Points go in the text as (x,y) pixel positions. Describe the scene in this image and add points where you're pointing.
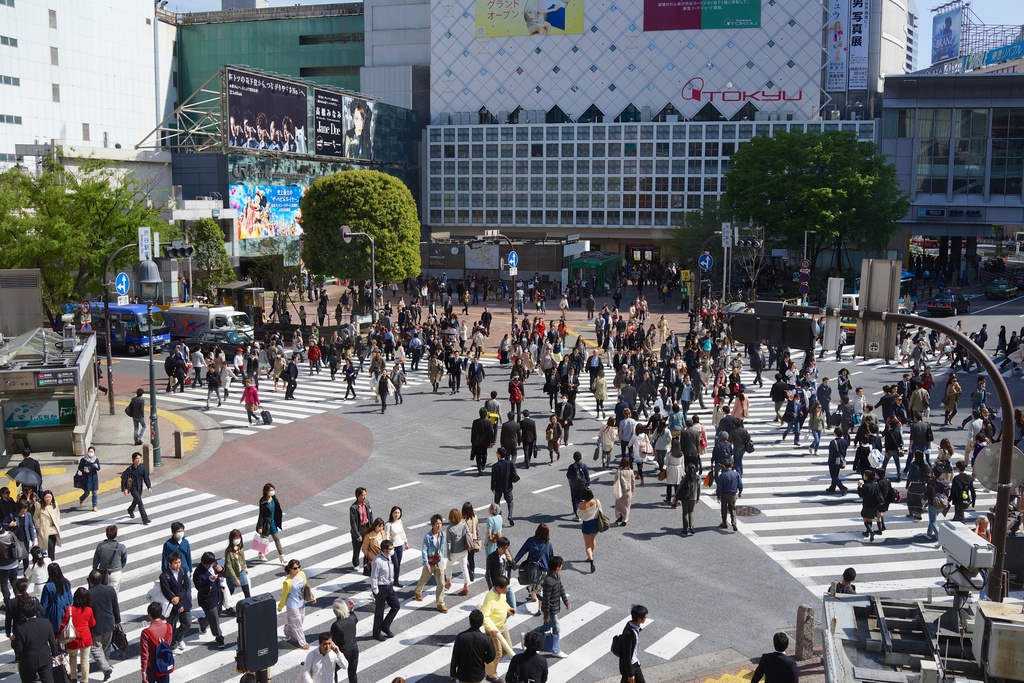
In this picture we can see some people (224,575) are walking and some are standing on the road (494,371). On the left (151,337) and right side of the people (174,370) there are poles (513,298) with lights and sign boards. Behind the people (393,384) there are vehicles (155,310), trees (68,246), hoardings (259,102), buildings (534,56) and the sky (921,44).
